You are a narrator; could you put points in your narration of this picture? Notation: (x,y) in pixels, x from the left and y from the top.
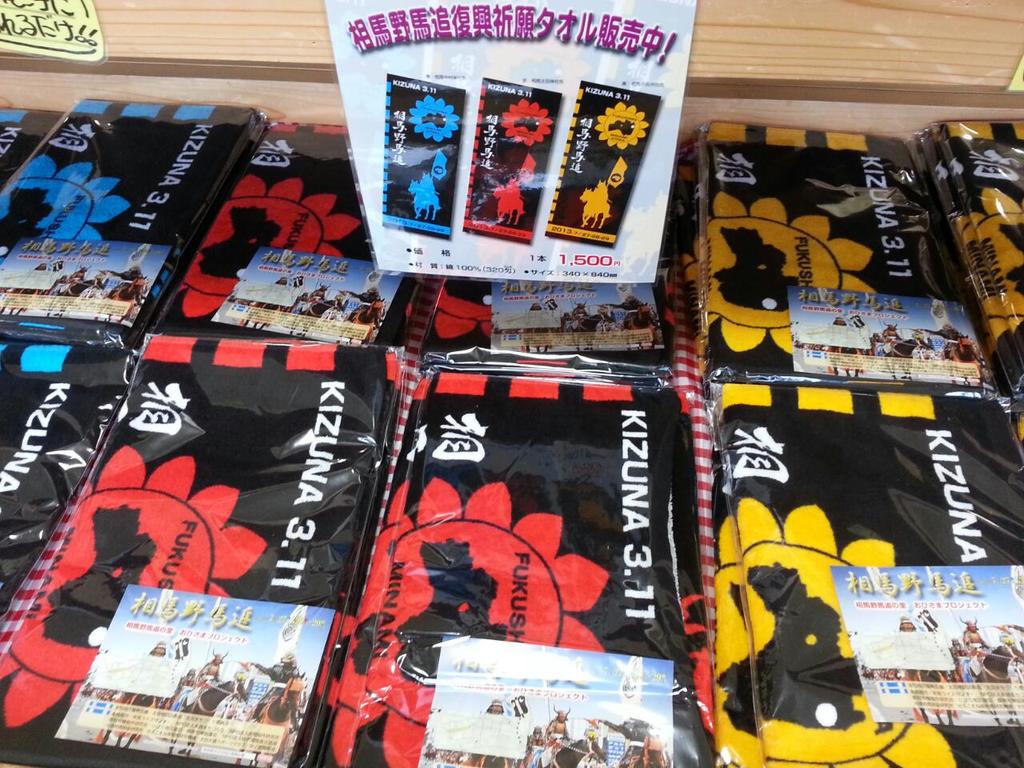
In the foreground of the picture (583,462) there are some towels (325,235) in blue, yellow, red and black colors they might be towels (462,290). At the top (816,68) there is a wooden object (986,84).
